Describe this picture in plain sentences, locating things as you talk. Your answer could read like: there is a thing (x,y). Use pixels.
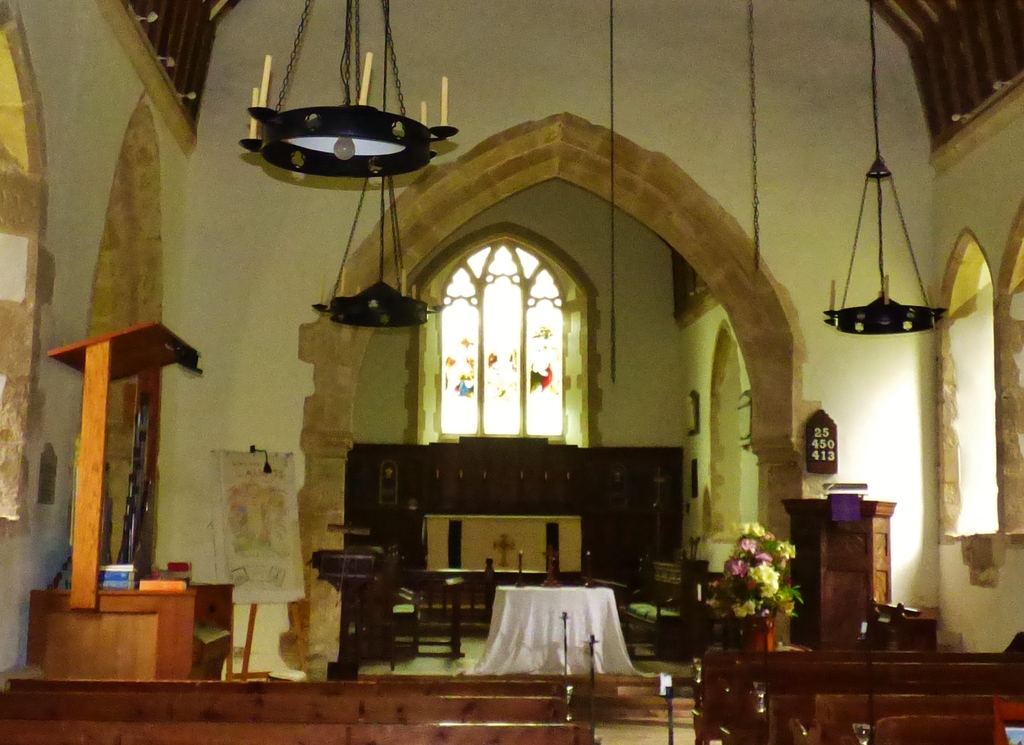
This picture might be taken in a church (550,476), in this image at the bottom (318,694) there are some benches (315,715) and in the center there are some tables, flower pots (743,616), and some objects (824,601). And in the background (473,344) there is a window (547,379), tables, and wall (638,332). And at the top of the image (291,123) there are some candles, chains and some objects (327,171). On the right side (901,406) and left side (324,245) there is wall (339,248) and there might be windows (962,408), at the bottom (651,744) there is floor (651,744).
